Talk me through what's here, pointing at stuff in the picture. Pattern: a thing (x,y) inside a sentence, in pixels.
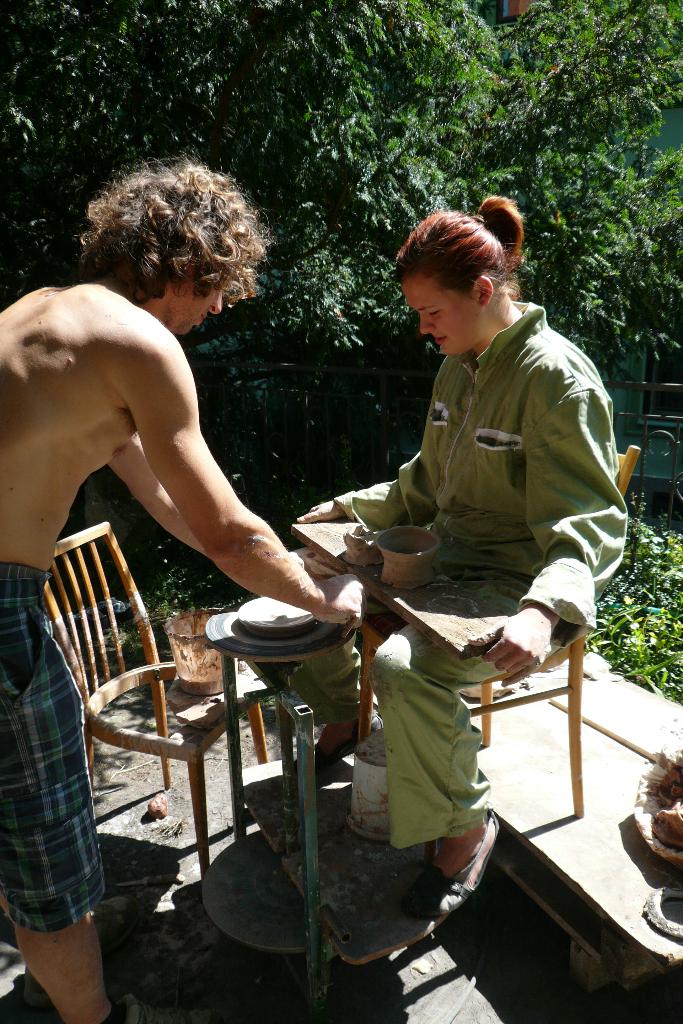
In this picture we can see a woman (540,444) sitting on a chair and a man (34,400) standing on the floor (374,978), bucket (190,674) and in the background (358,209) we can see trees (396,202).
